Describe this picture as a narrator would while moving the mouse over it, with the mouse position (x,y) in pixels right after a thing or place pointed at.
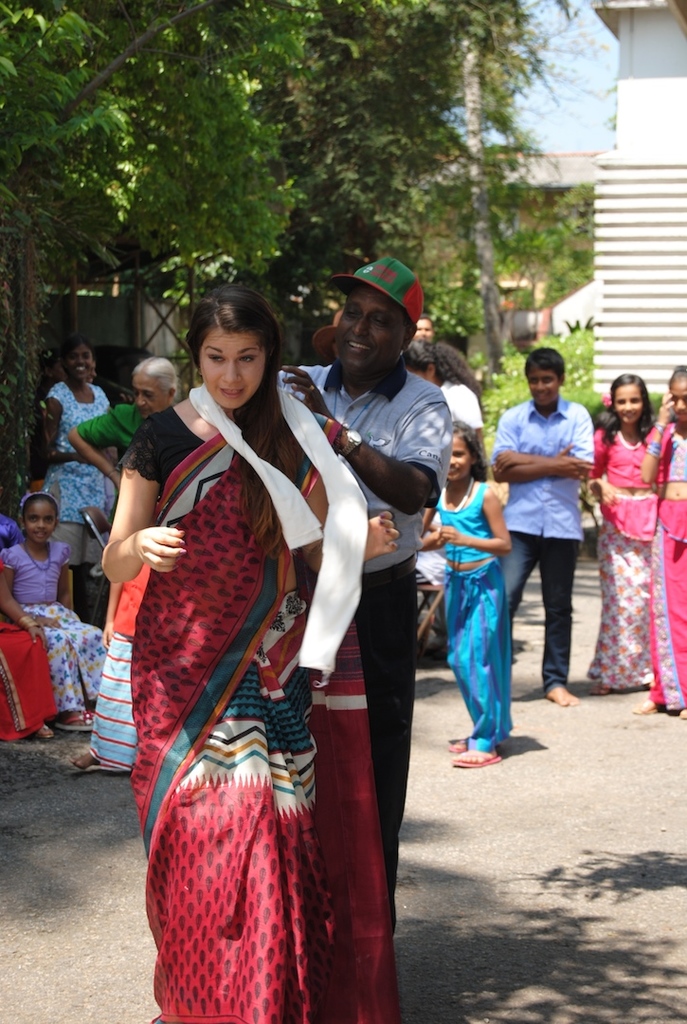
In the center of the image (366,593) we can see a man (376,659) and a woman (332,676) standing on the road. In that the woman (181,715) is wearing a white cloth (356,608) on her neck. We can also see a group of people (461,652) looking at them. On the backside (335,222) we can see some trees (338,251), plants (478,357), a building (620,317), a pole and the sky (564,118).
